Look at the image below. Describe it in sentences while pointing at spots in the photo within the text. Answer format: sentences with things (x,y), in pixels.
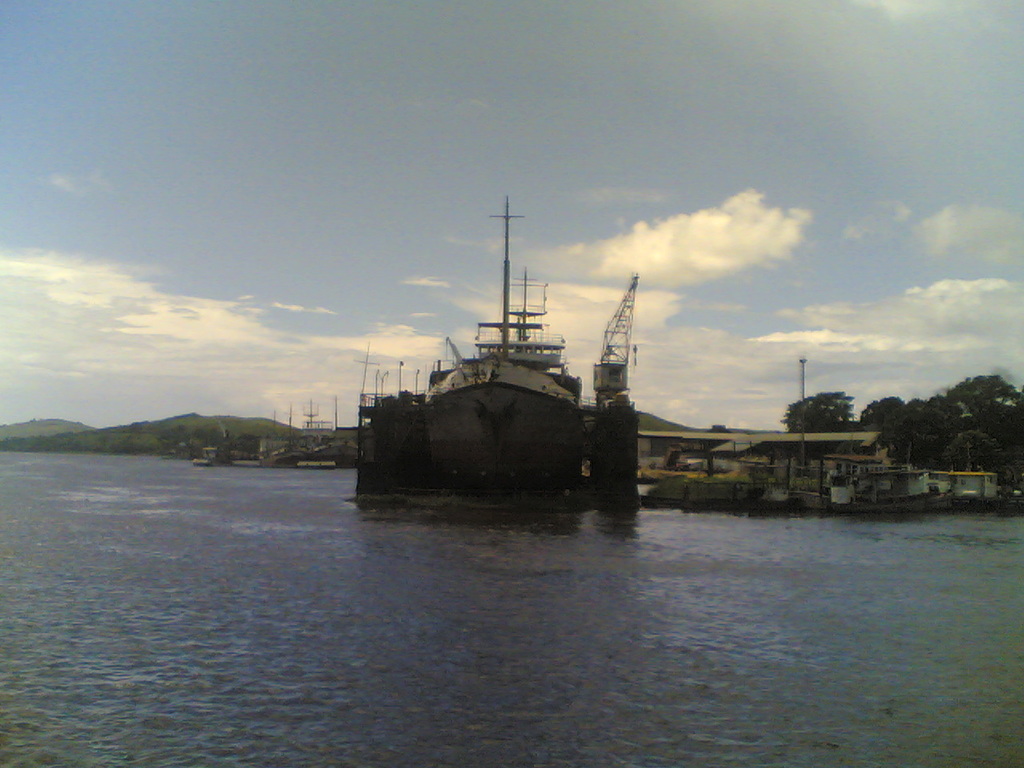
In this image I can see water (483,598) and in it I can see a ship (567,414). In the background (830,417) I can see number of trees (944,444), clouds (955,361) and sky (348,166). I can also see few poles (289,422) in background (289,409).
